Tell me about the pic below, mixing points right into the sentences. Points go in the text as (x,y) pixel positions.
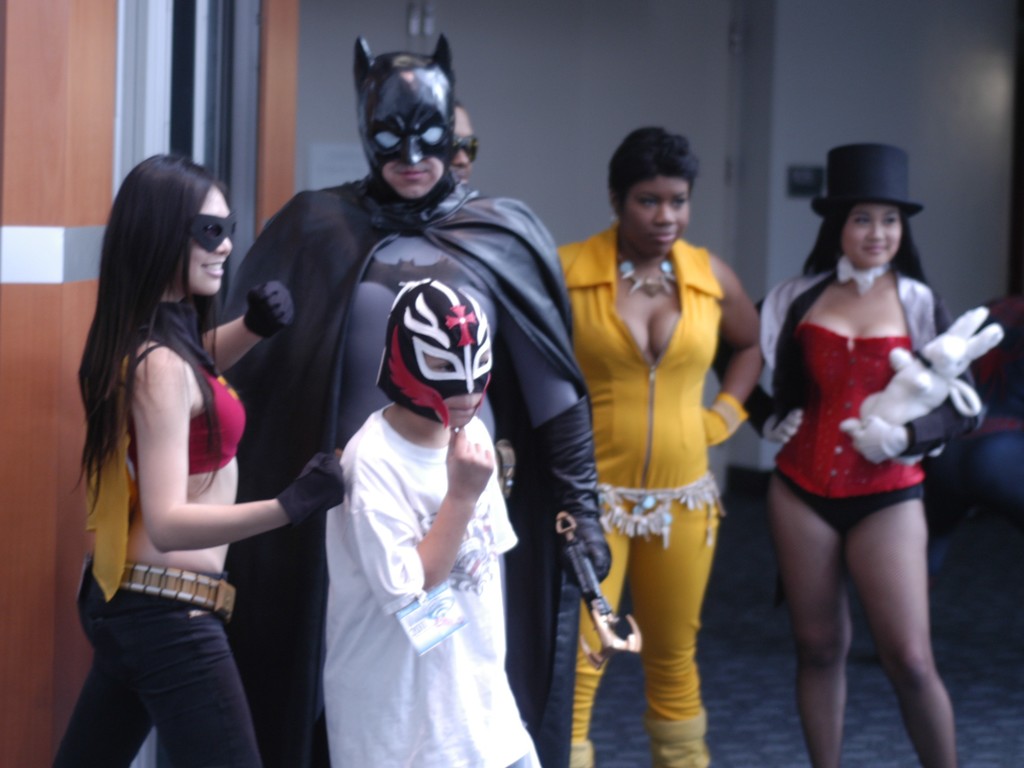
In the picture I can see people (665,441) wearing costumes (412,283).
